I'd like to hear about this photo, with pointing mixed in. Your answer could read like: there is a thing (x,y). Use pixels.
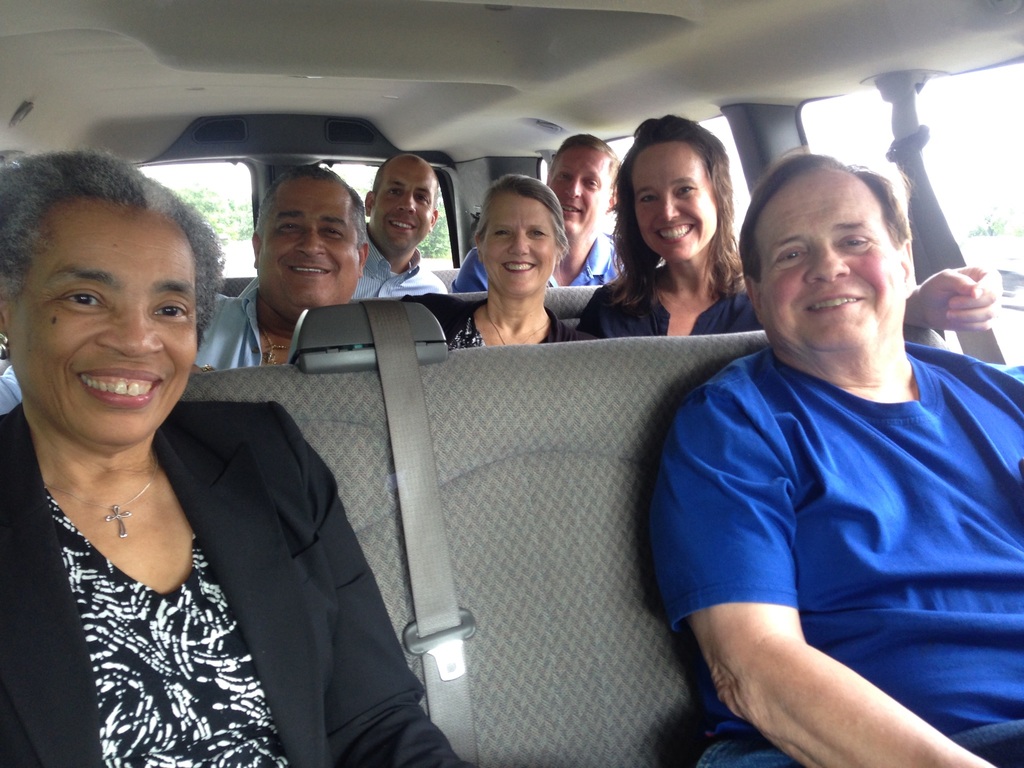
This picture shows a group of people (50,337) seated in a vehicle (242,39) we see smile (833,296) on their faces (827,296).
